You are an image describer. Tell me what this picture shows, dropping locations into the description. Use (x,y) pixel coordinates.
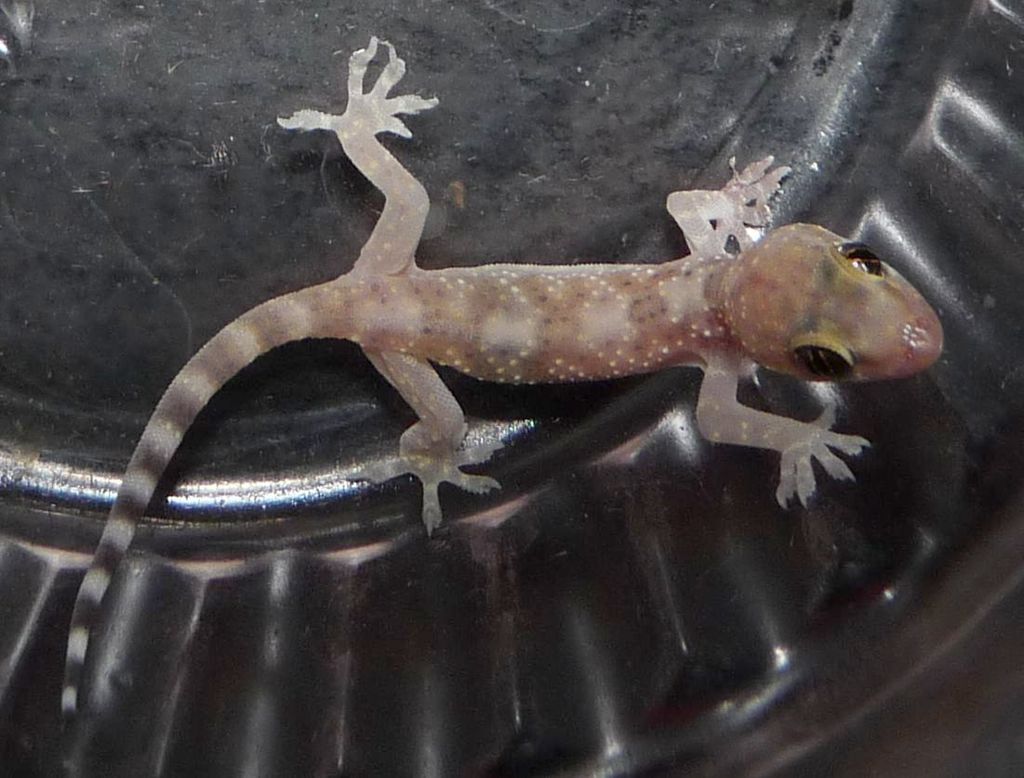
There is a lizard (558,319) on an object (541,425).
